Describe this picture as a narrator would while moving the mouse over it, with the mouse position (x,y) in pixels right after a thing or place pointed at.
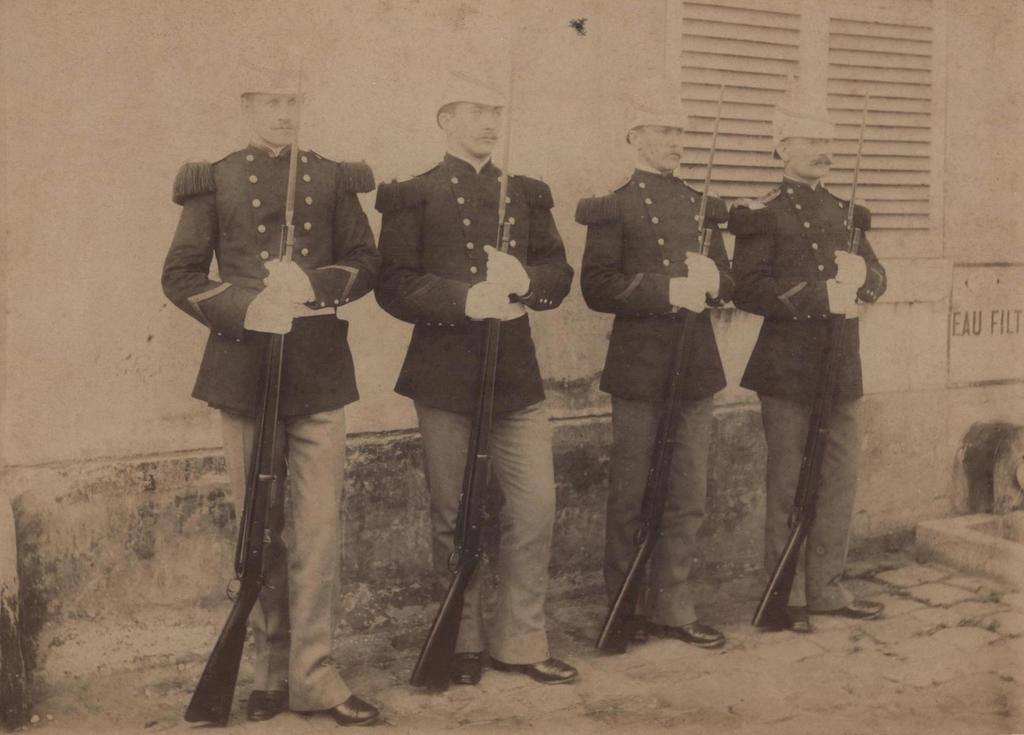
This is a black and white image. 4 men (497,205) are standing wearing uniform (373,253) and holding guns (646,545). There is a window (908,126) behind them.
